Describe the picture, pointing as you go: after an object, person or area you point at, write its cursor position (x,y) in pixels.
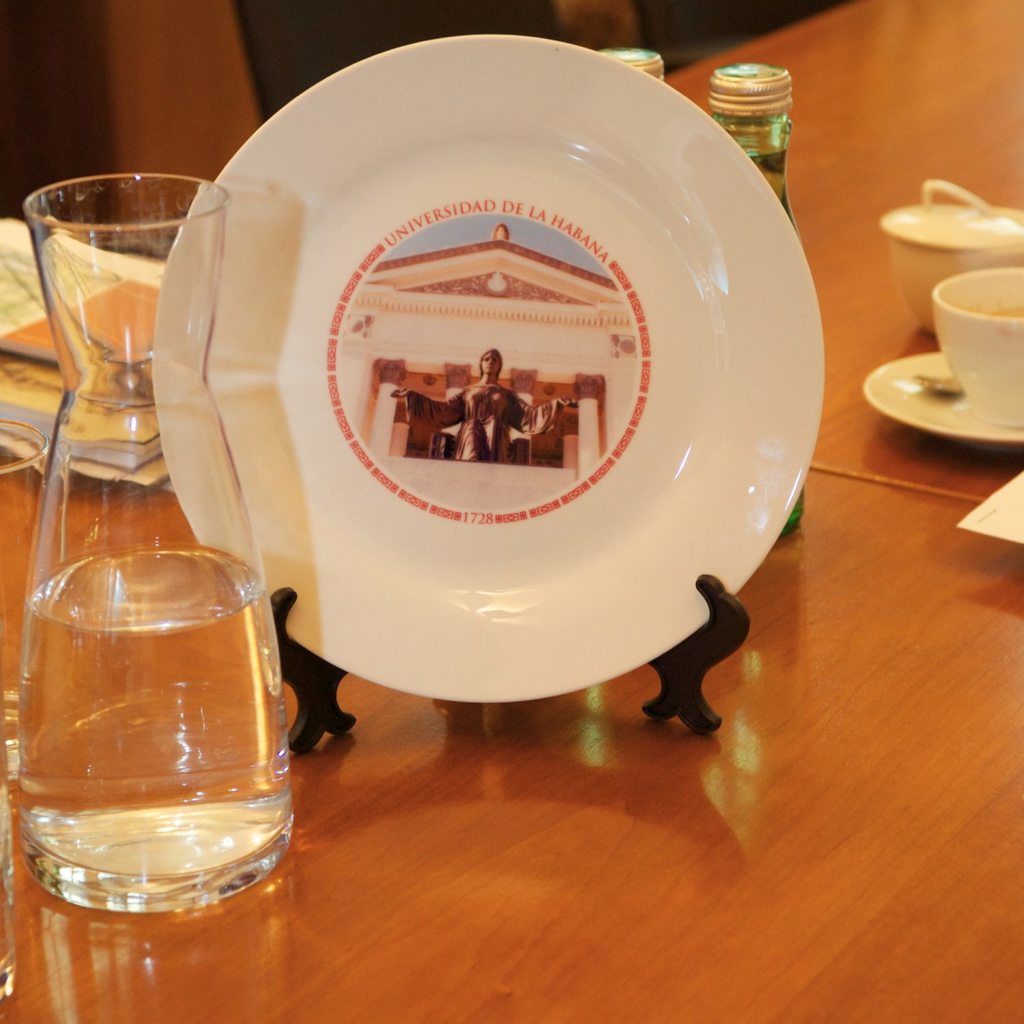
In this image we can see a table (821,476) on which there is a plate (471,157) with some text (591,249) on it. There is a flask (143,450) with water (51,659). There are cups (914,306) and other objects (886,398). There are books (41,334).
